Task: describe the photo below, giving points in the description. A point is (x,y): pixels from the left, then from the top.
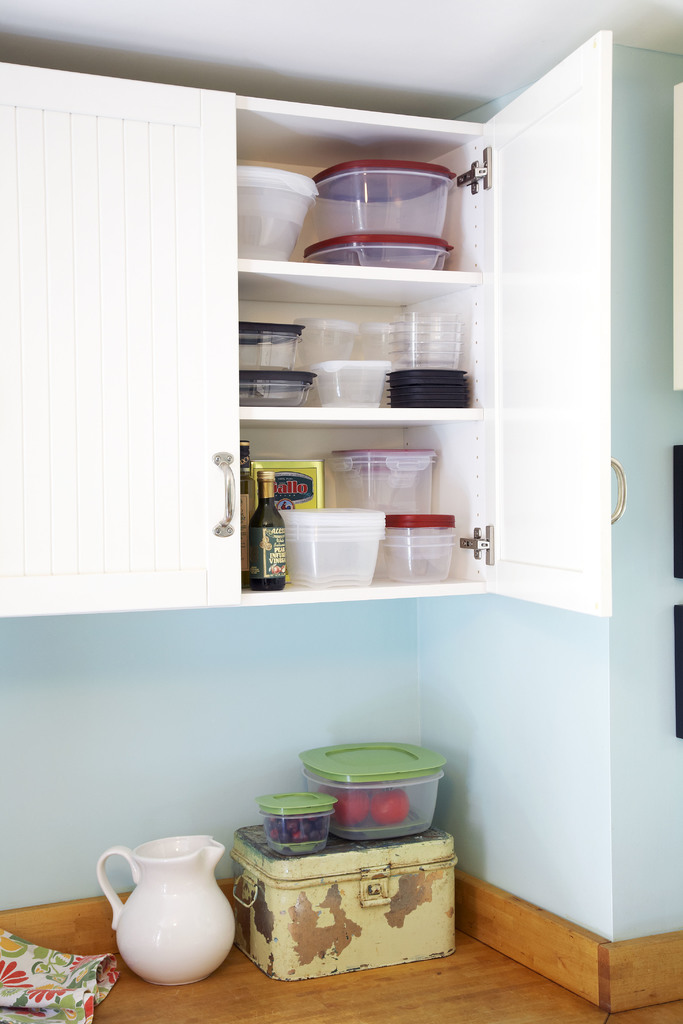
In this picture we can see containers (412,472), a bottle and few objects (450,393) placed in the racks (382,295) of a cupboard (96,299). On the countertop (135,975) we can see a white jar (171,964), boxes (339,837) and some items (393,820) kept in the box (413,816).
